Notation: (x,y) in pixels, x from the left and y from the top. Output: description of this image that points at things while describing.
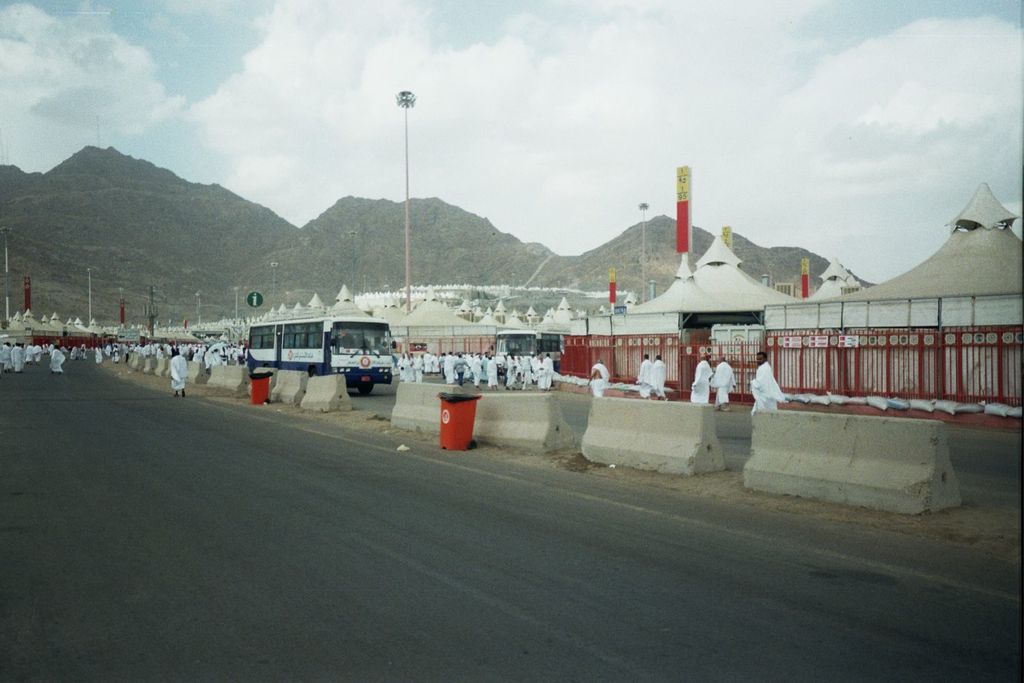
It looks like some pilgrimage, lot of people (455,357) are walking on a path (406,460) by wearing white costumes (440,357), there are plenty of tents (478,324) around the people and beside the road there is a bus (309,350). In the background (432,215) there are few mountains (180,223).
